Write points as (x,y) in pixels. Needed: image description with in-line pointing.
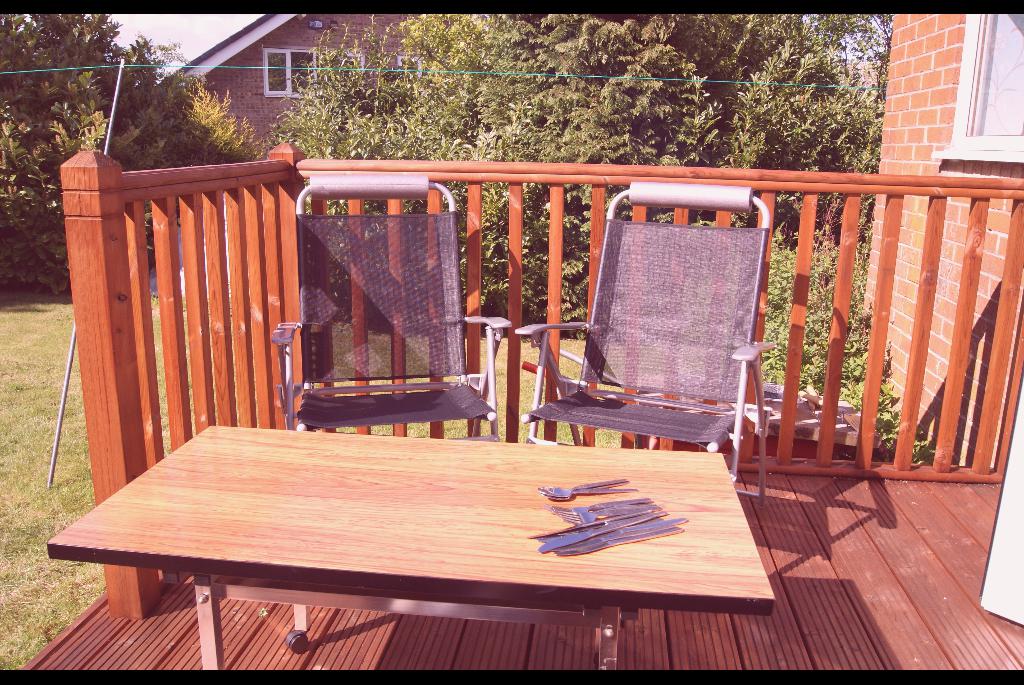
In this image we can see brick wall (1000,221), windows (1004,35), wooden railing (178,293), table (477,536), forks (580,515), knives (576,535), wooden surface (812,599), chairs (302,346), grass (24,490), rod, house (292,87), plants (731,148) and trees (603,135).
